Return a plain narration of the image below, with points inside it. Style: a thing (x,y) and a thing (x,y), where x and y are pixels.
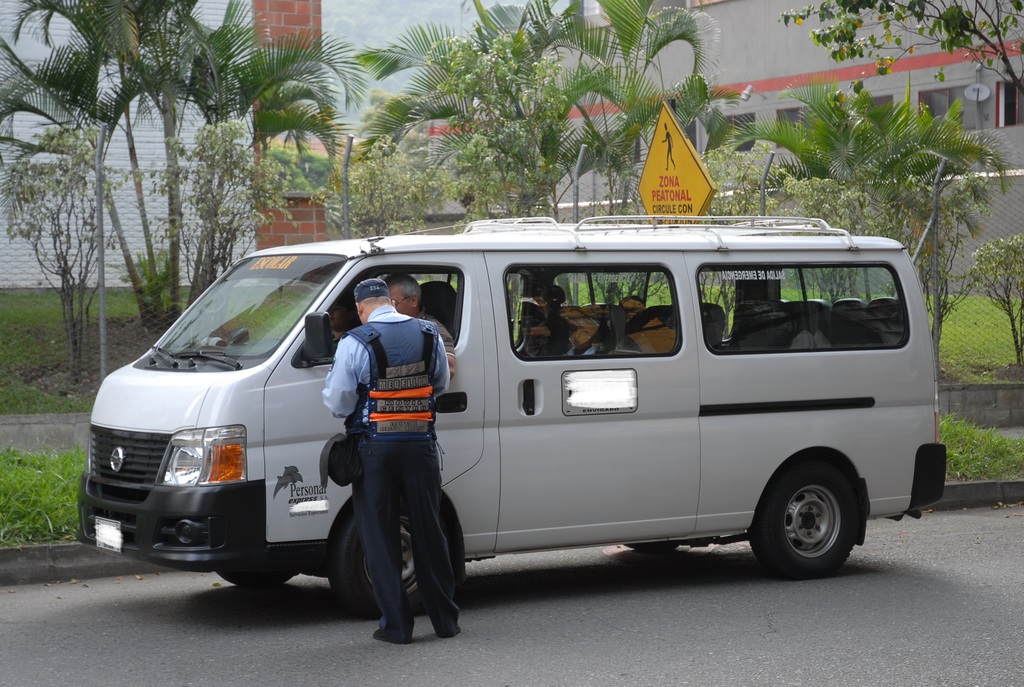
This image is clicked outside the building (741,124). There are trees (392,71) on the top (620,136) and a Van (182,505) in the middle (582,249). Person (439,330) is sitting in the van (450,319) and a person (374,316) is standing near the van (511,459). This van (511,406) consists of window (610,353) tires (792,487) headlights (209,432) and wiper (193,359). This man (371,445) is wearing coat (399,429) and black pant (442,574), there is a signal board (679,148) in the middle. There is building (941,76) in the top left corner (128,227). There are shrubs (873,218) on the right side (982,263).
